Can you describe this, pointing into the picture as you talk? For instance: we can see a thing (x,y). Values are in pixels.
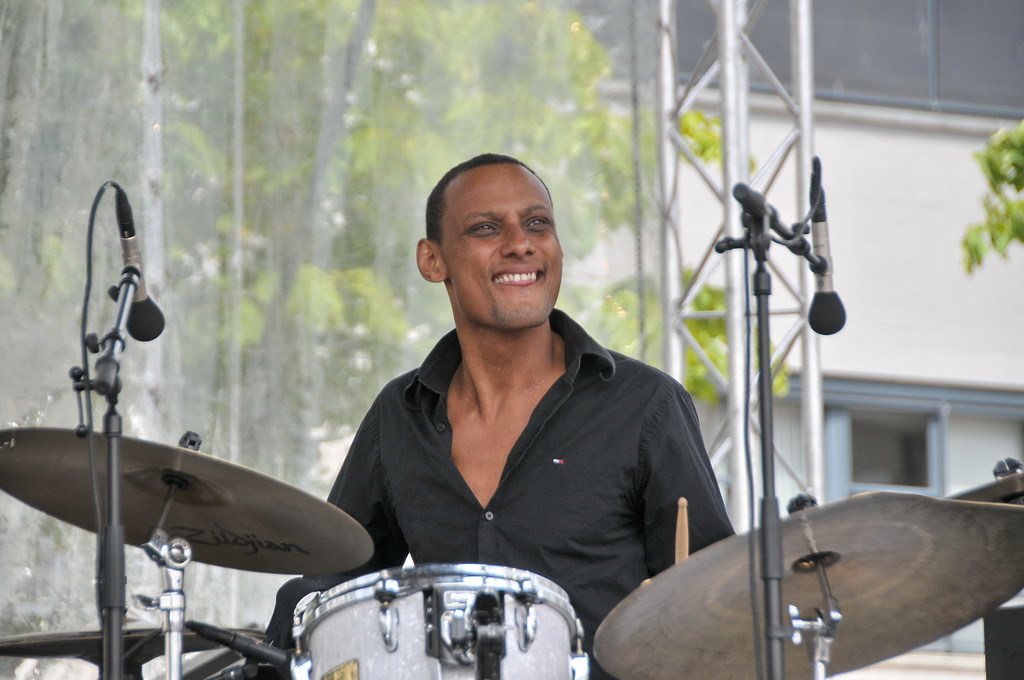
In this image we can see a man (487,426) holding sticks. we can also see mics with stands (820,266) and drums (424,566) in front of him. On the backside (227,327) we can see a tree (307,289), pole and a building (837,285) with windows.
